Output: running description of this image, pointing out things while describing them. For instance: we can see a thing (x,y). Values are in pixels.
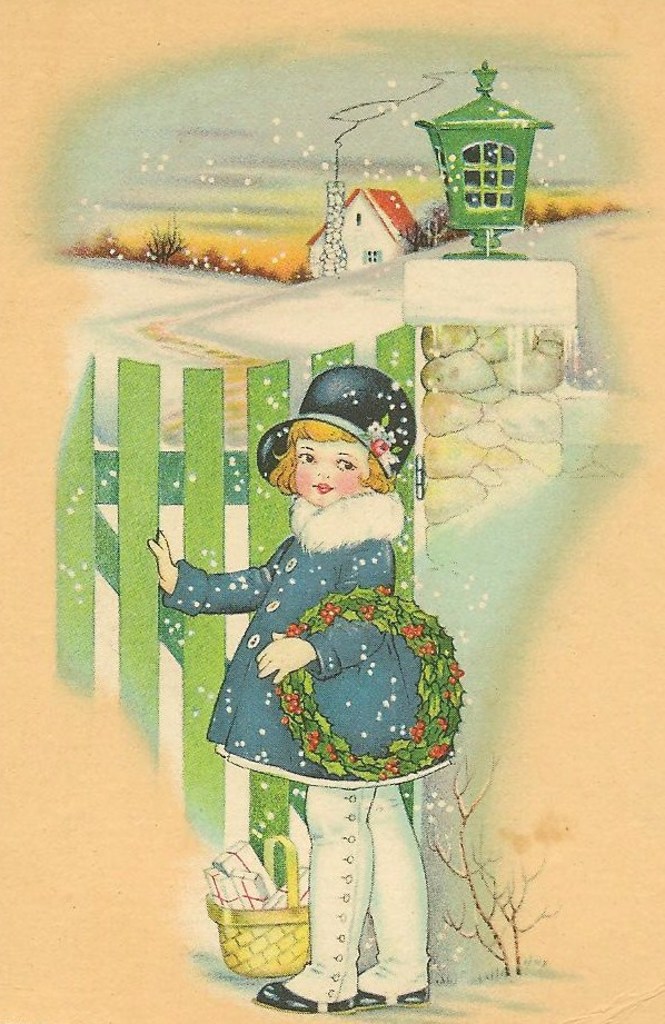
In this image we can see there is a painting (587,648) in which we can see there is a girl (331,791) standing with basket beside her, also there is a wreath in hands (162,537) at the back (200,718) there is a fence (387,336), street light (518,176), building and other things (243,396).
